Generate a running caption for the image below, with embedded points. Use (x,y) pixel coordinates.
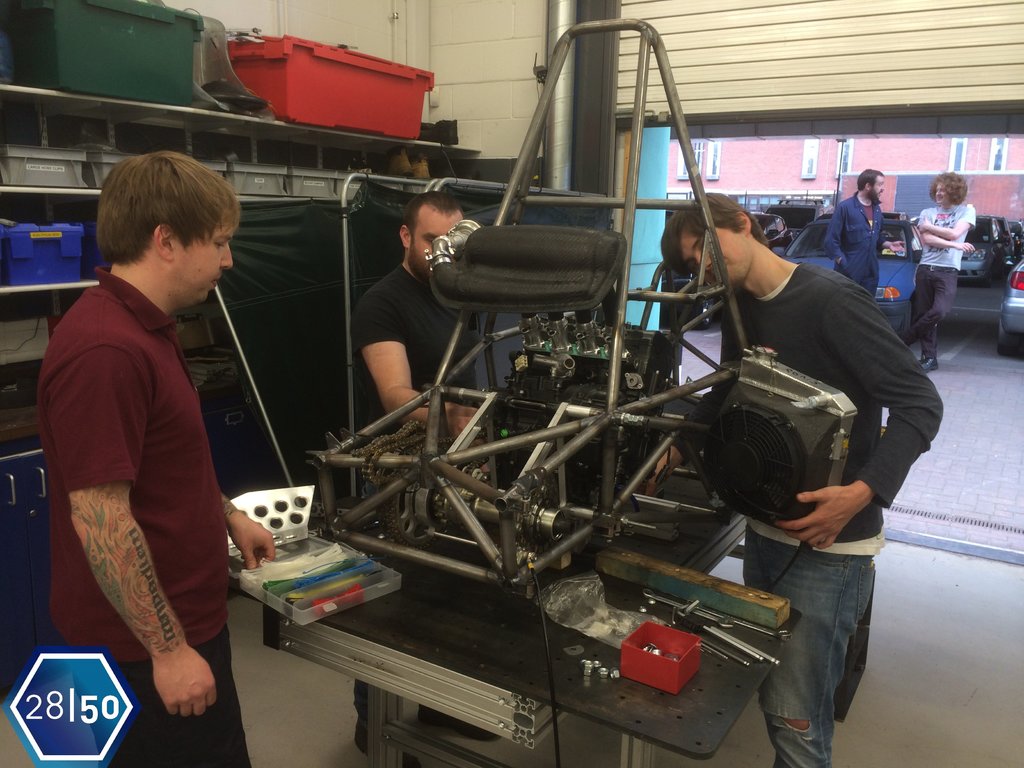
In this image, we can see few people (941,281) are standing. Here a person (828,499) is holding some object (800,477). In the middle (470,507), we can see table (473,611), few rods (688,609) and objects (317,571) are placed on it. Background (507,66) we can see a wall (518,82), Some baskets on the racks (152,105). Here there is a shutter (719,69) and building (770,169) with glass windows (719,161). Here we can see few vehicles (1012,321).
